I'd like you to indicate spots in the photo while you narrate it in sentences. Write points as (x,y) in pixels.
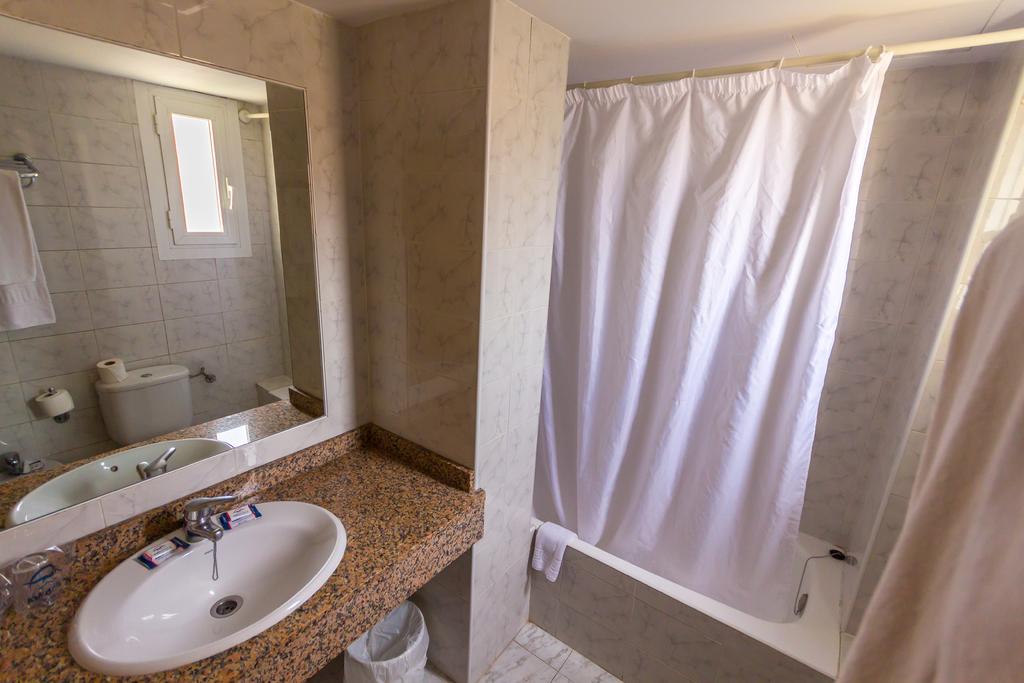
In this picture we can see wash basin (171,603), mirror (168,246) to the wall (383,296) and we can see bathtub (656,631).
